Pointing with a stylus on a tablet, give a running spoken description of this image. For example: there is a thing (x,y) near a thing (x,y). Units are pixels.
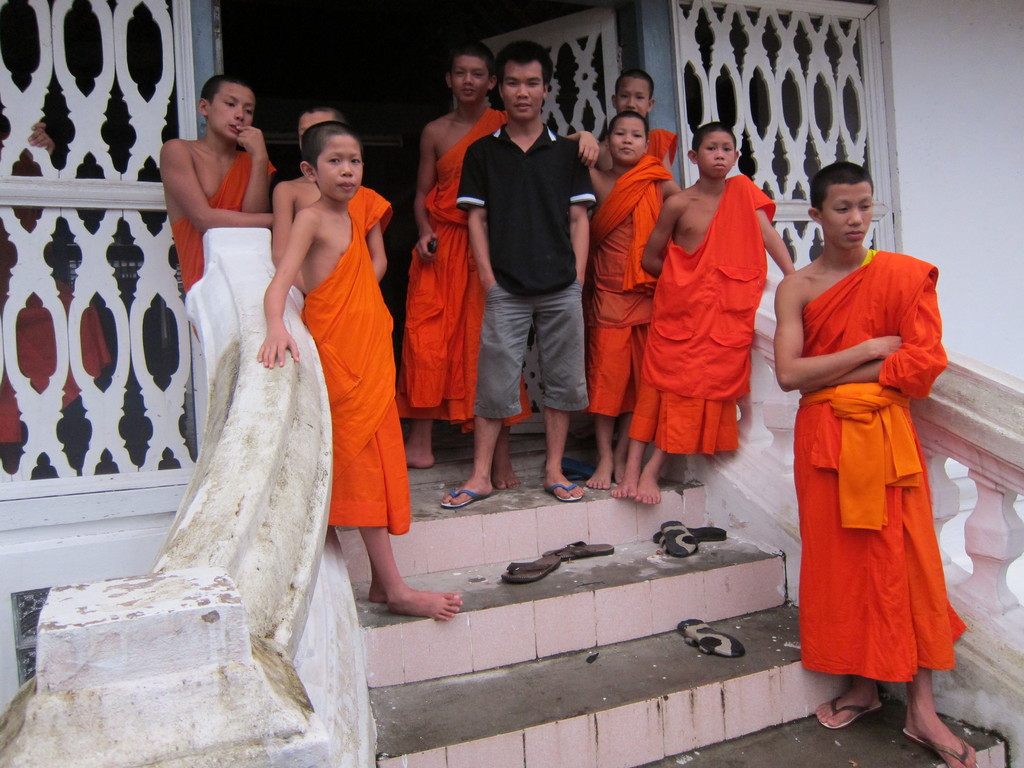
In the center of the image (359,485) we can see some people (691,330) are standing. In the background of the image (108,494) we can see the wall (934,119), railing (127,603), stairs (557,509), footwear's (547,549).
